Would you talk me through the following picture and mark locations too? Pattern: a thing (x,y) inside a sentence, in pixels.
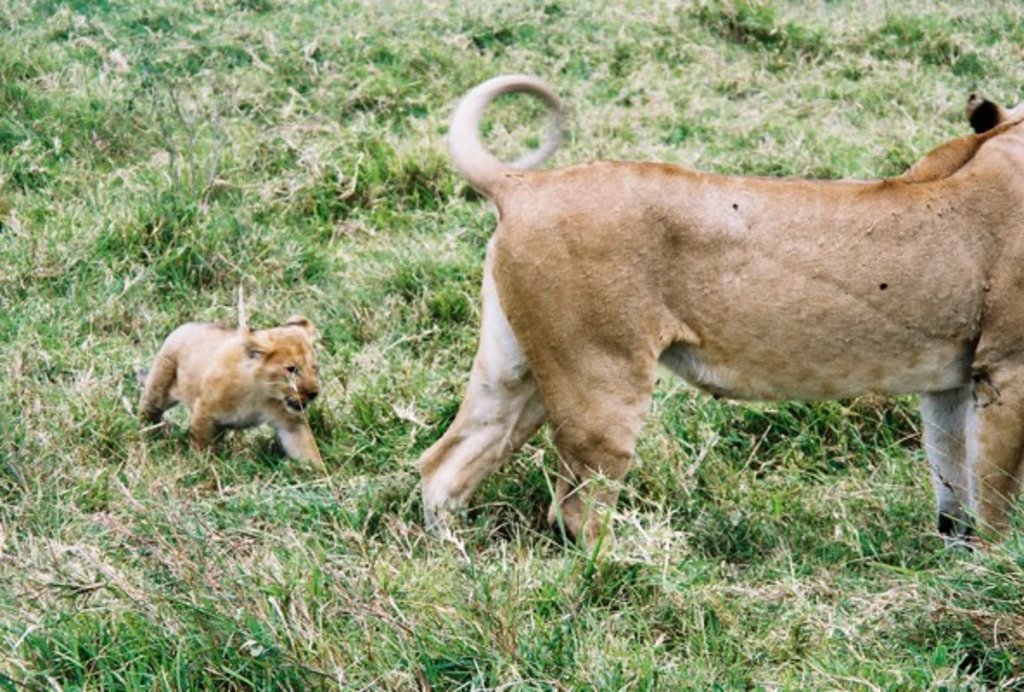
In the image there is lion (544,288) standing on the grassland (475,567) and a cub (301,362) following it.
